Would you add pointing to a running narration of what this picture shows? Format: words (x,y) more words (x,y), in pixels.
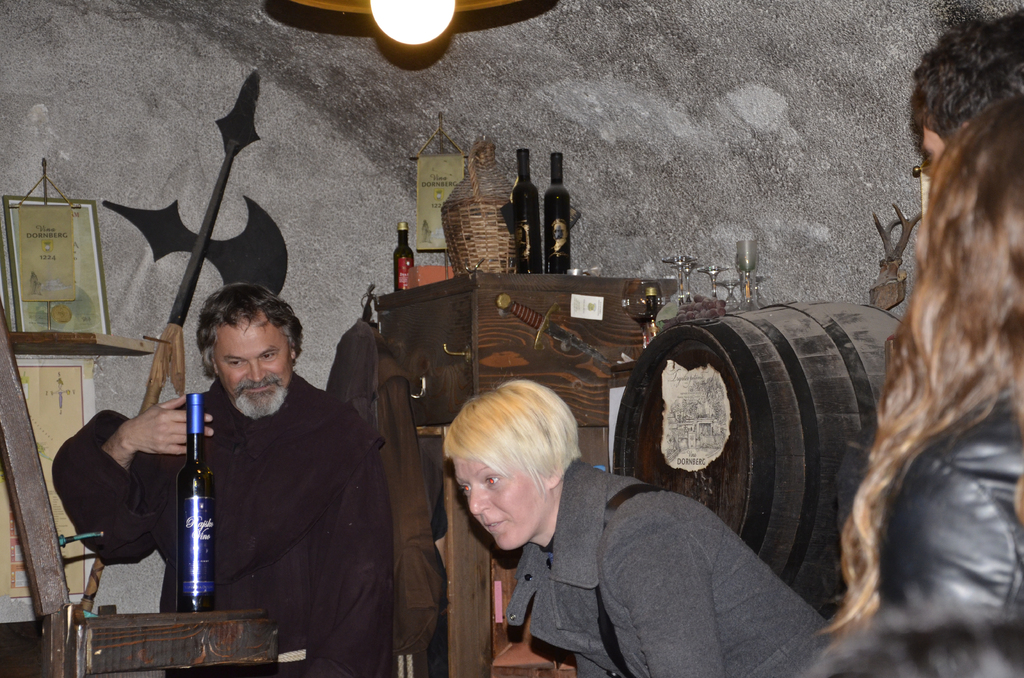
In this image in the front (909,482) there are persons (668,598) standing. In the center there is a bottle (195,533) on the object (187,648) which is made up of wood (177,650). In the background (242,389) there is a man (259,372) standing and smiling and there is a stand (490,316) and on the top of the stand (496,327) there are bottles (535,251), there is a basket (505,227). On the right side (800,370) there is an object (787,402) which is brown in colour and there is a light (433,9) on the top (412,11) which is visible. In the background (152,222) behind the man (232,334) there is an axe (164,254) and there are posters (53,325) on the wall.
